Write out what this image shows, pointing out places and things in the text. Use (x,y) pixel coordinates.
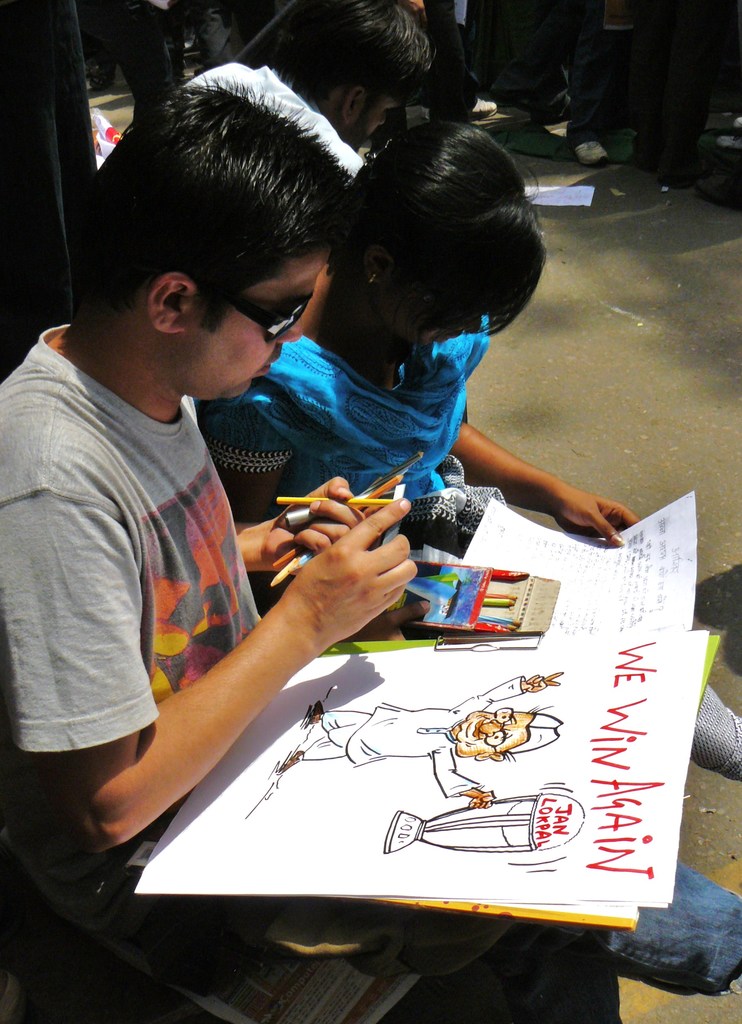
In the picture we can see a man (694,901) sitting and on his lap (687,908) we can see a paper (297,806) with a painting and he is holding some sketches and beside him we can see a woman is also sitting and holding a paper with some information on it.
